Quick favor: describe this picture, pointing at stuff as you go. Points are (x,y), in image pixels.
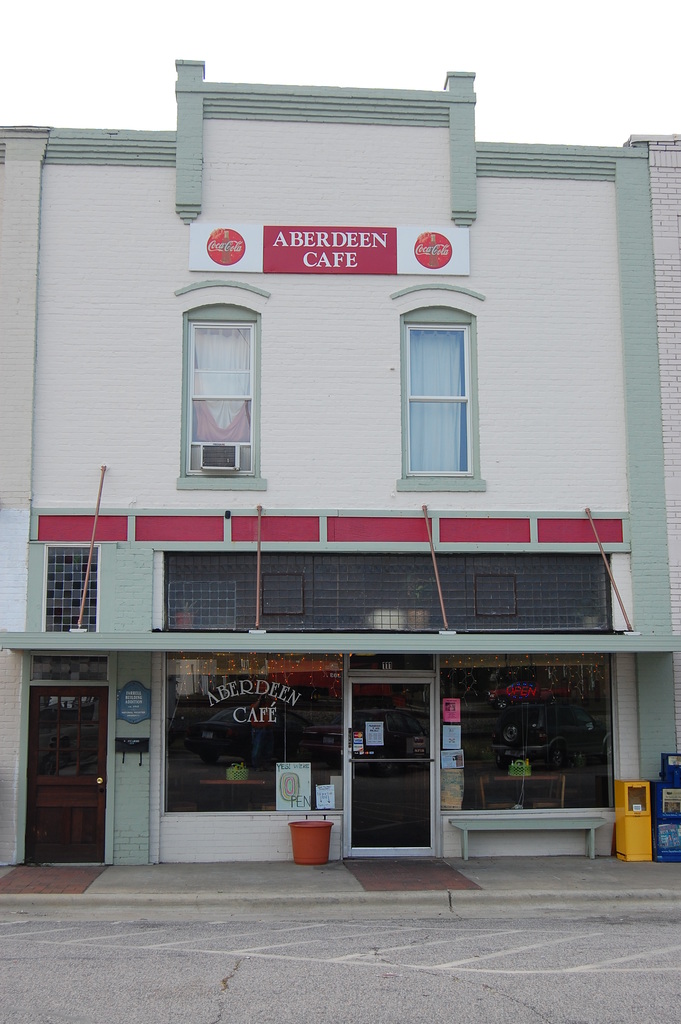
There is a building (397,841). Here we can see a board (273,261), windows (433,441), doors (377,823), bin (307,833), posters (318,801), and glasses (474,761). This is a road (367,936). In the background (533,20) there is sky (490,49).
